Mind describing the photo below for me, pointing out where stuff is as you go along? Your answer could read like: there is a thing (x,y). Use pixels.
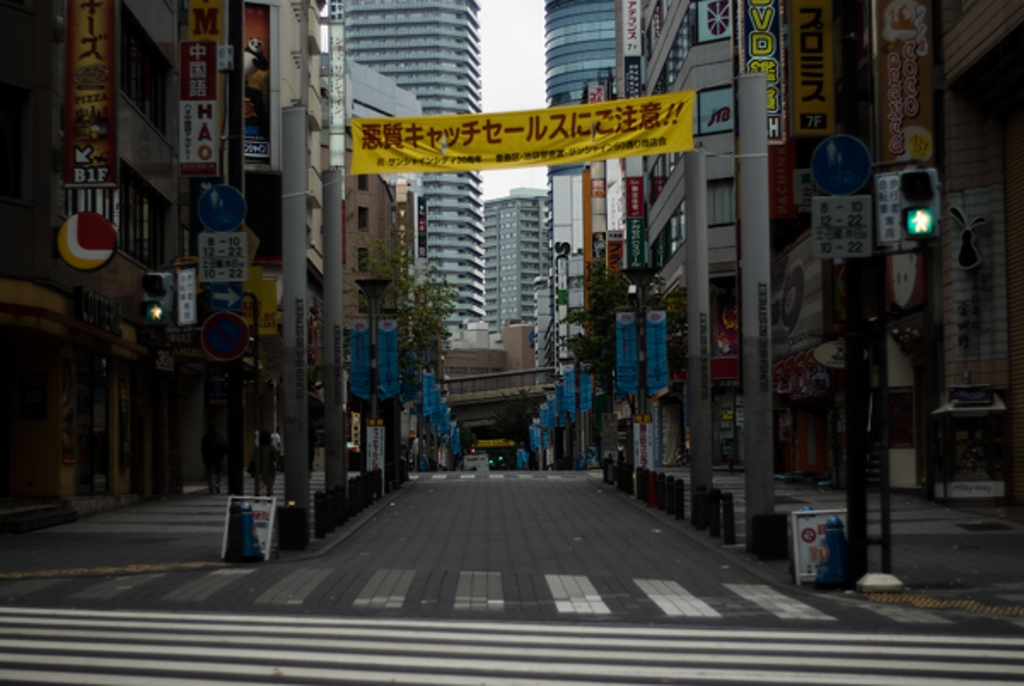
This image is taken outdoors. At the bottom of the image (400,629) there is a road (472,636). In the middle of the image (443,273) there are many buildings (379,68). There are a few trees (587,321). There are a few poles (303,432) with street lights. There are a few sign boards (203,248). There are many boards (98,67) with text (633,202) on them and there are a few banners (426,136) with text (450,147) on them.
